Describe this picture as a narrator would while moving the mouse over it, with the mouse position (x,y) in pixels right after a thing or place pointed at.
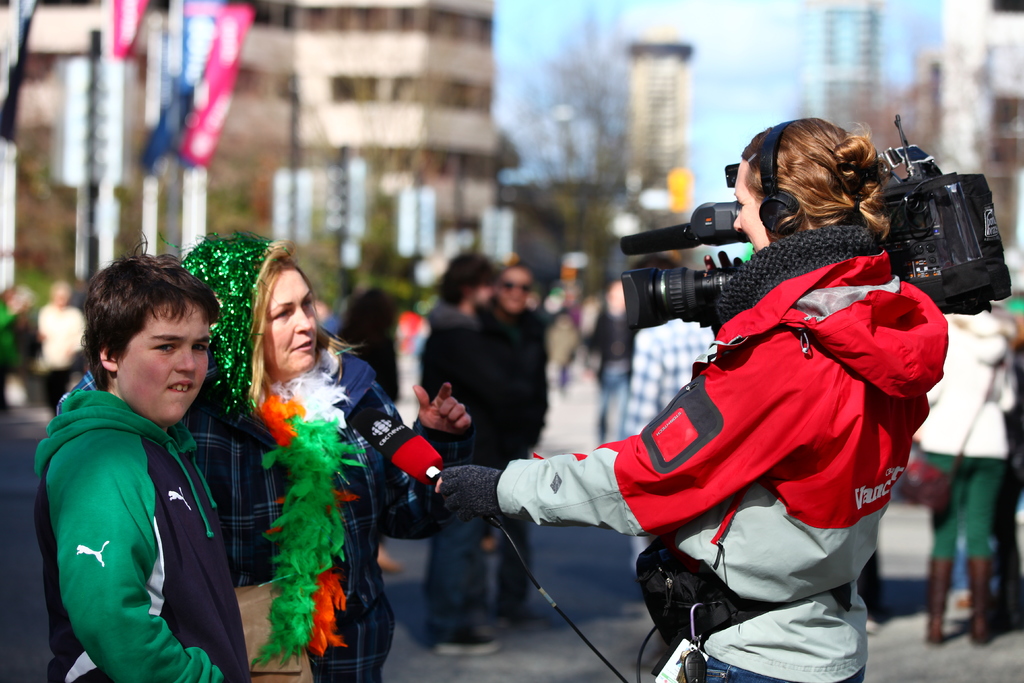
In this picture there is a woman (330,680) and a boy (117,673) at the left side of the image (331,662) and there is a lady (562,525) at the right side of the image (827,191) with a camera (988,288) and mic (424,475), she is taking the interview of the woman (340,372) and boy (93,681), and there are other people (515,320) those who are there at the left side of the image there are some buildings (358,44) and trees (602,241) around the area of the image.
